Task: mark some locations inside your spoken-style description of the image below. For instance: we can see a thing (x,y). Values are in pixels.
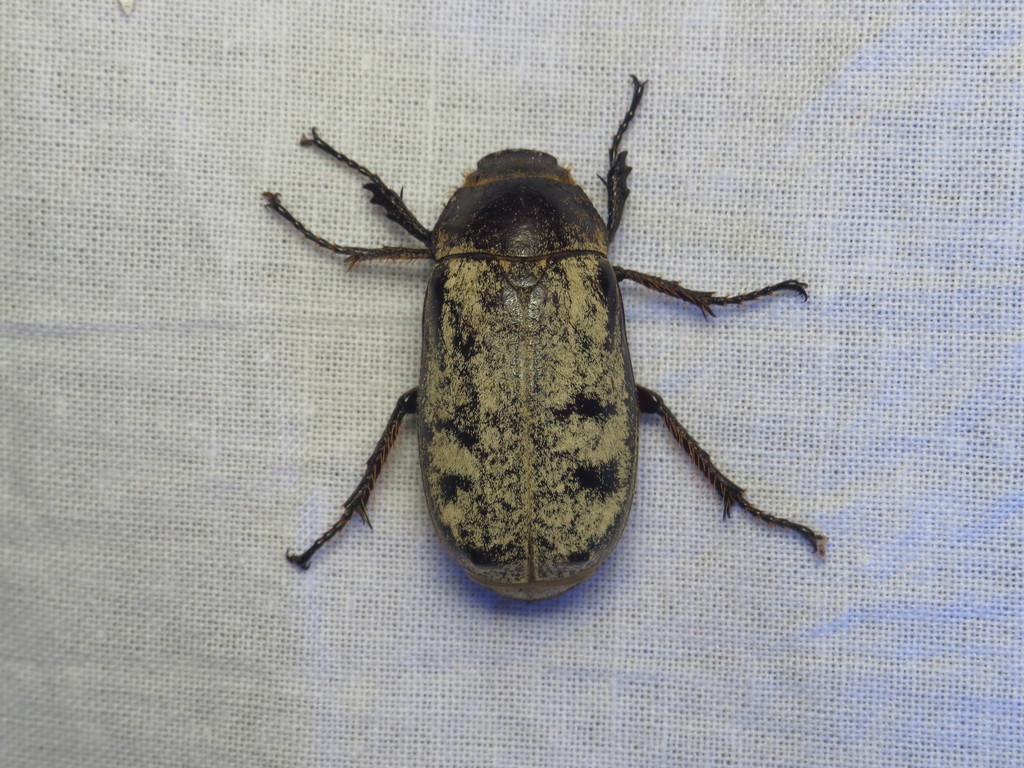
In this image there is an insect (519,414) which is on the white colour surface (886,306).
